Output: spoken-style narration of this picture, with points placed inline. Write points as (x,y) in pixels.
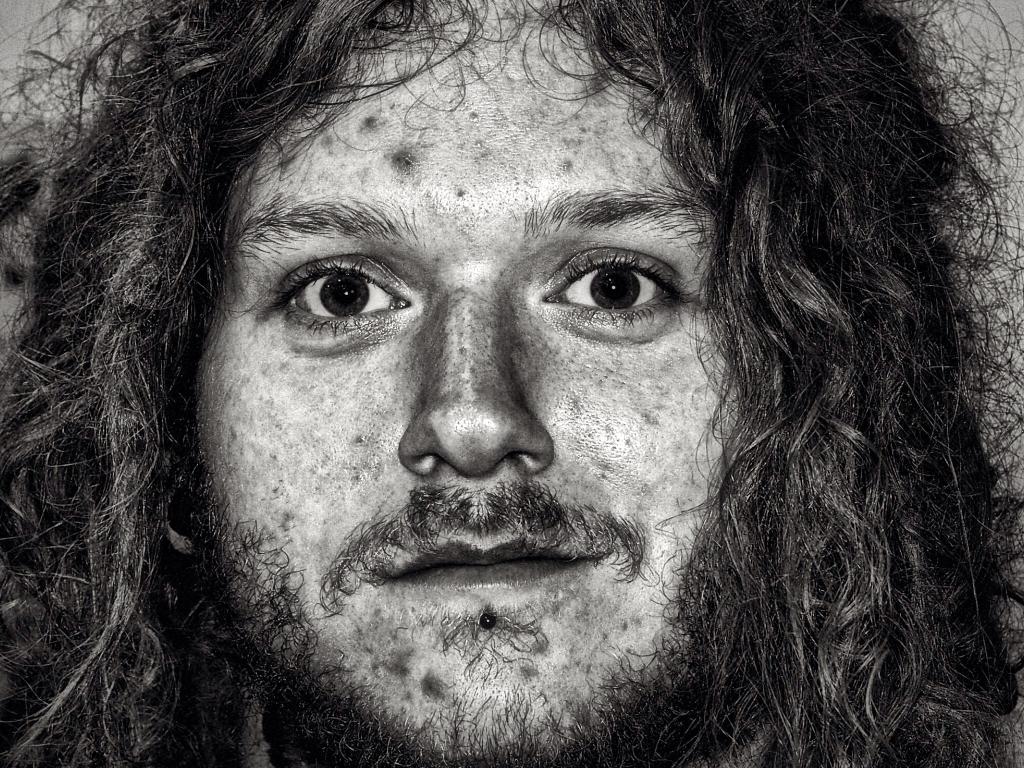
This looks like a black and white image. I can see the face (329,665) of the man (662,698) with the mustache (429,536), beard (307,628) and hair (863,549).
